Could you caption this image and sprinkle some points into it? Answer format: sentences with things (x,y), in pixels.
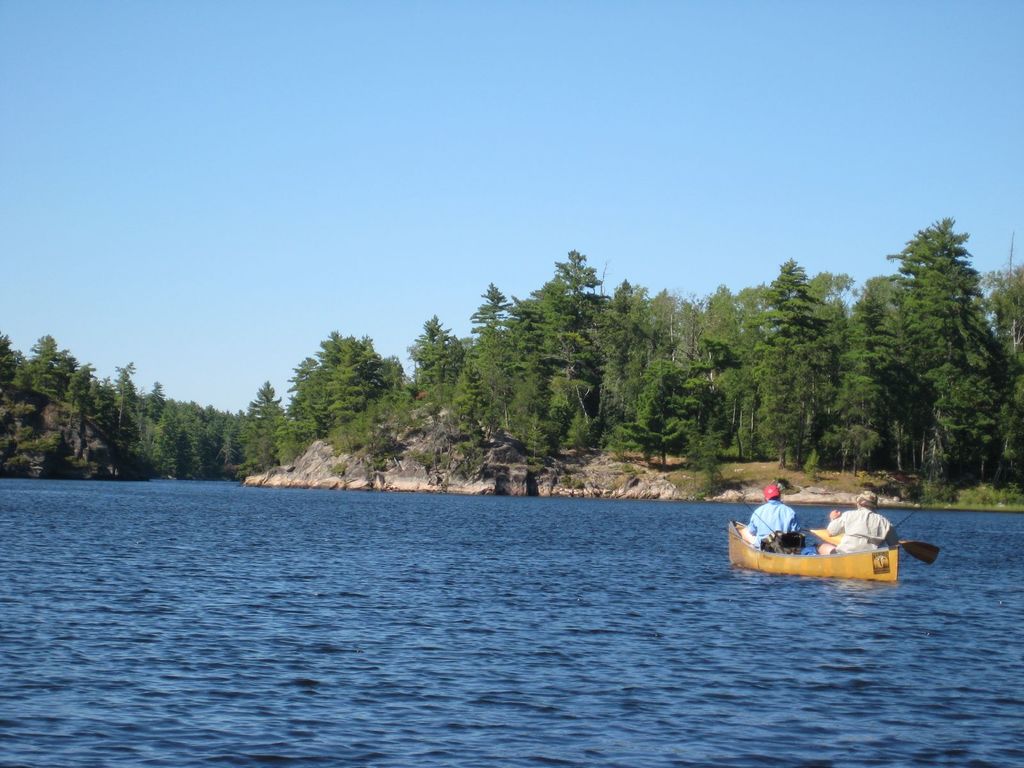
In the image we can see the boat (743,553) in the water (821,522), in the boat (754,563) there are people (848,533) sitting, wearing clothes (848,533) and cap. Here we can see paddle (906,546), the hill (451,426), trees (767,326) and the pale blue sky (222,179).
